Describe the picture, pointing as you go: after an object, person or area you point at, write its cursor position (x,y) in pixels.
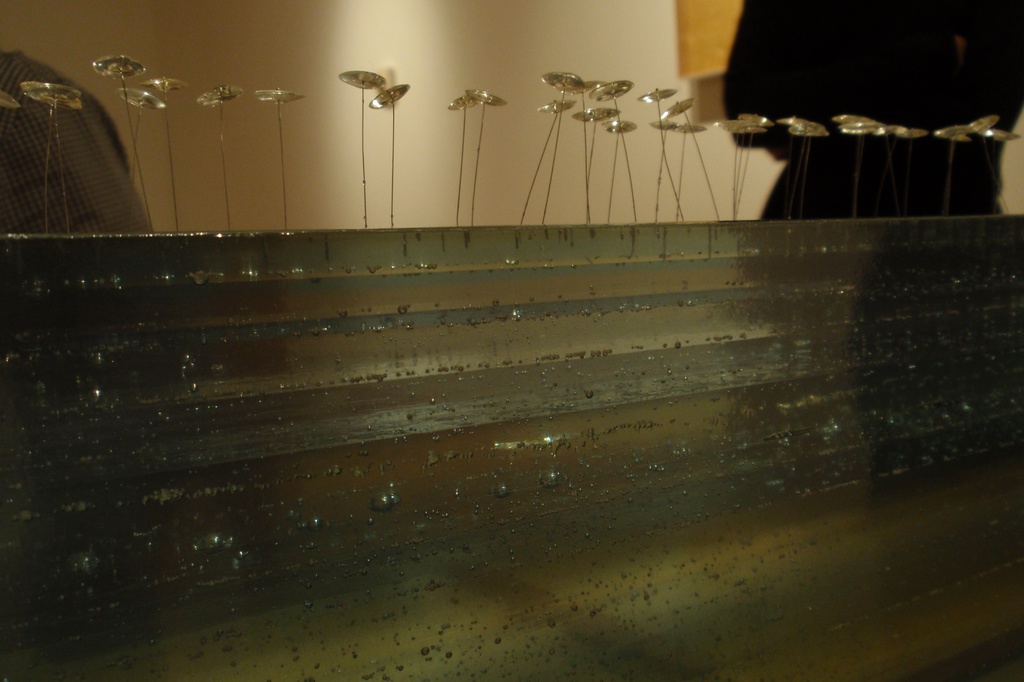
There is a wall (389,294) with some decorative items (283,153). In the back (707,137) there are people (93,127) and wall (376,41).
